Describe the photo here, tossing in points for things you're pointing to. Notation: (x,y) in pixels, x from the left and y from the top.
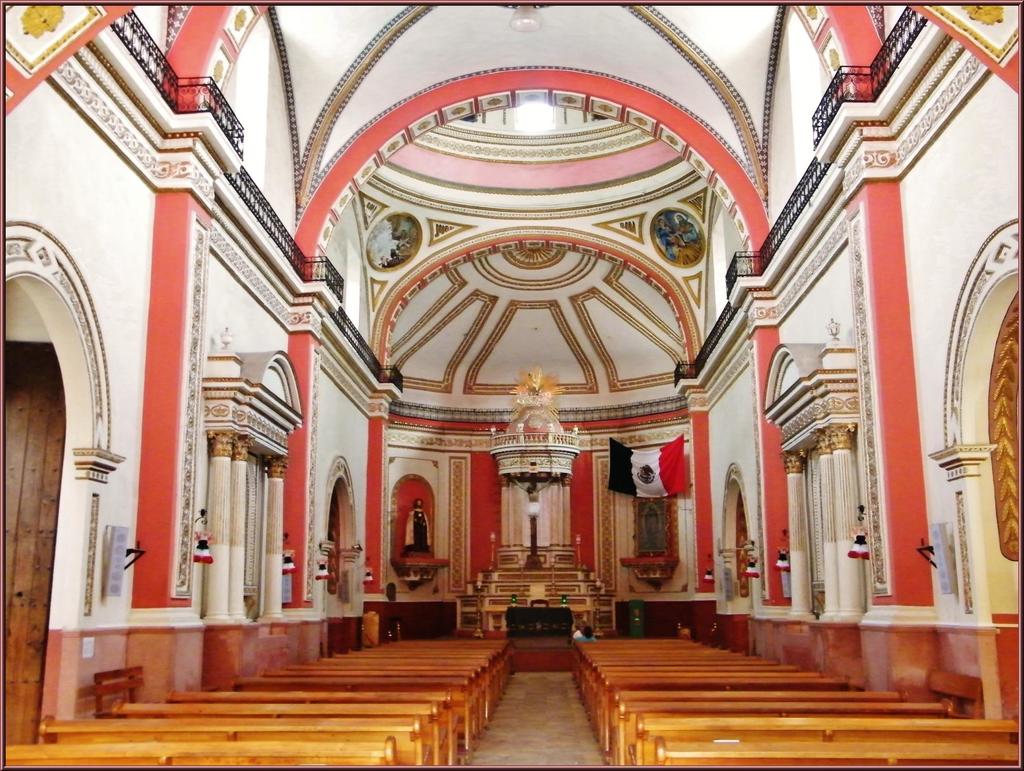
The picture is clicked inside a cathedral (415,370). In the picture there are benches (448,686) and sculptures (425,542). On right (822,428) there are pillars (840,504) and designs (800,397) on the wall (953,424). On the left (180,519) there are pillars (227,551), door (21,529) and designs (370,392) on the wall (432,500). In the center of the background (634,465) there is a flag (645,475). At the top (669,239) to the ceiling (464,210) there are frames (681,233) and lights (519,6).
